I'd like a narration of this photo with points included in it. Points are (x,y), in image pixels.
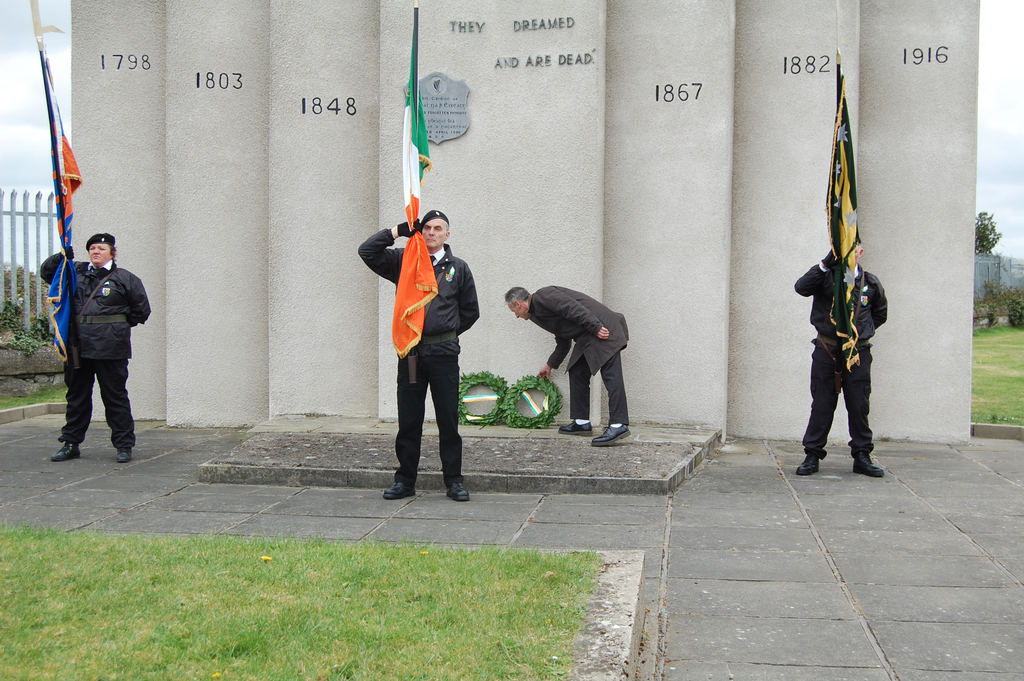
In this picture, we see three people (871,299) in the uniform (864,269) are standing. They are holding the flags (60,236) which are in white, green, orange, blue, black and yellow color. Behind them, we see a man (616,438) is trying to hold the green garlands (504,389). Behind him, we see the wall (303,150) or the pillars (559,186) with some text (499,68) written. At the bottom (404,570), we see the grass (474,589) and the pavement (806,596). On the left side (15,240), we see the fence (37,267). On the right side (987,250), we see the trees (1004,306) and a fence (981,258).
